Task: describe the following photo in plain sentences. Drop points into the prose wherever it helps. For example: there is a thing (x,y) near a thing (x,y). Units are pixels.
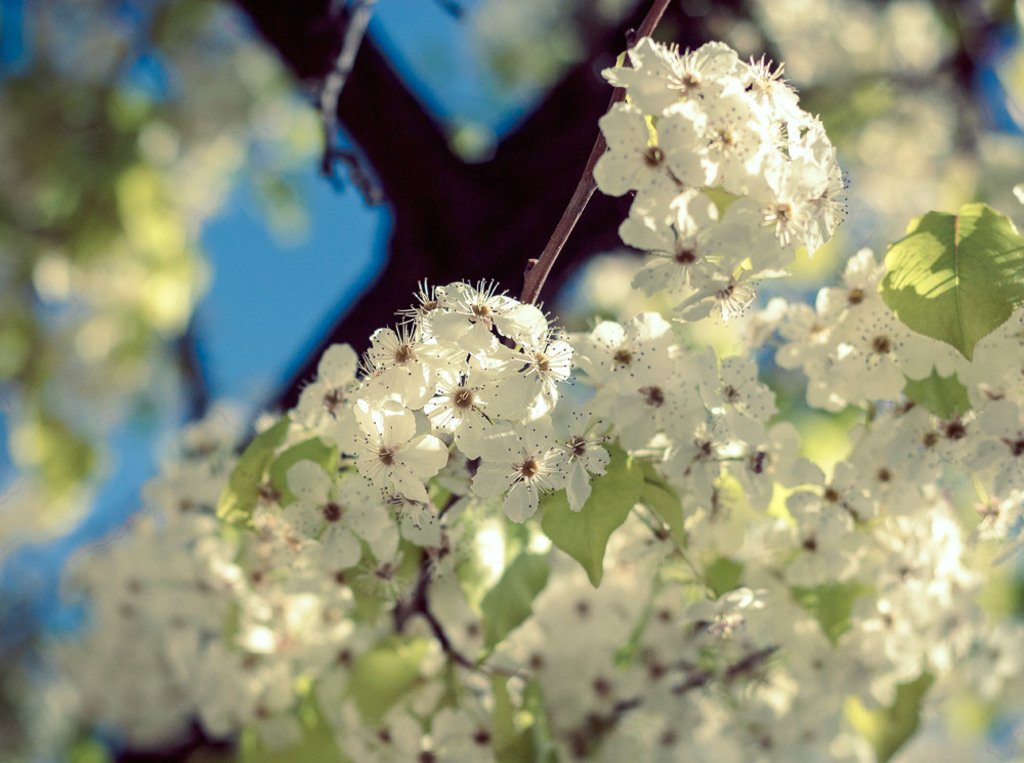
In this picture there are white color flowers (457,439) and green color leaves (991,236) on the plant (537,507). At the top (315,236) there is sky (278,269).
